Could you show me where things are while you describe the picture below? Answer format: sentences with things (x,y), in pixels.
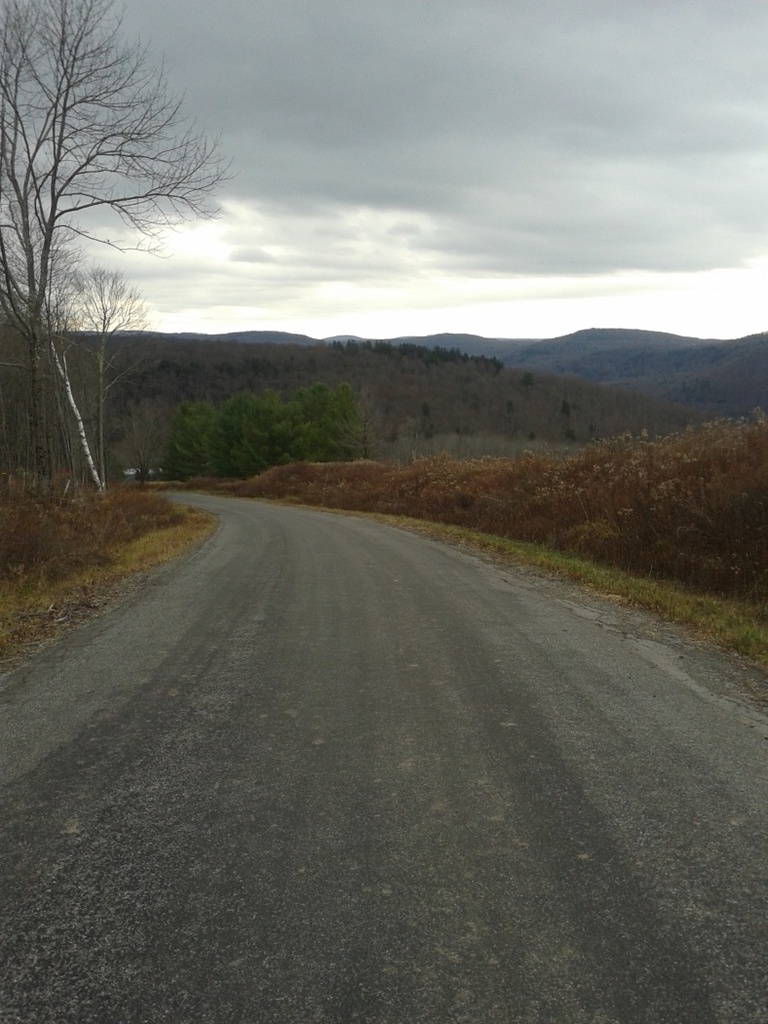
There is a road (381,726). On both sides of this road (296,568), there are plants (355,459) and grass (19,655) on the ground (157,555). In the background (214,364), there are trees (729,372) on the mountains (523,372) and there are clouds (611,73) in the sky (514,206).
